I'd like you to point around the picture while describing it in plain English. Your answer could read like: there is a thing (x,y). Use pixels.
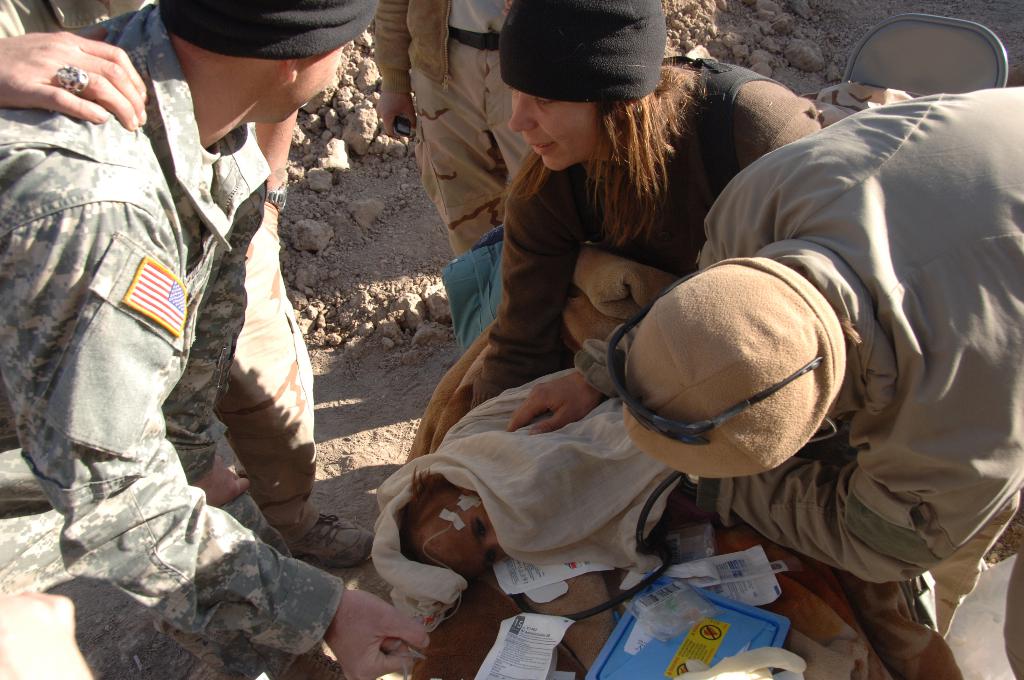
This picture contains several people (532,194). Among them, three men (292,306) are in uniform (192,440). Here, we see the girl (592,497) is under treatment. Beside her, we see the woman (600,236) is wearing a brown jacket (546,226) and a black cap (571,23). Behind her, we see a chair (859,55). At the bottom of the picture (530,655), we see slips (508,642), syringes (671,615) and a blue color box (682,639).
